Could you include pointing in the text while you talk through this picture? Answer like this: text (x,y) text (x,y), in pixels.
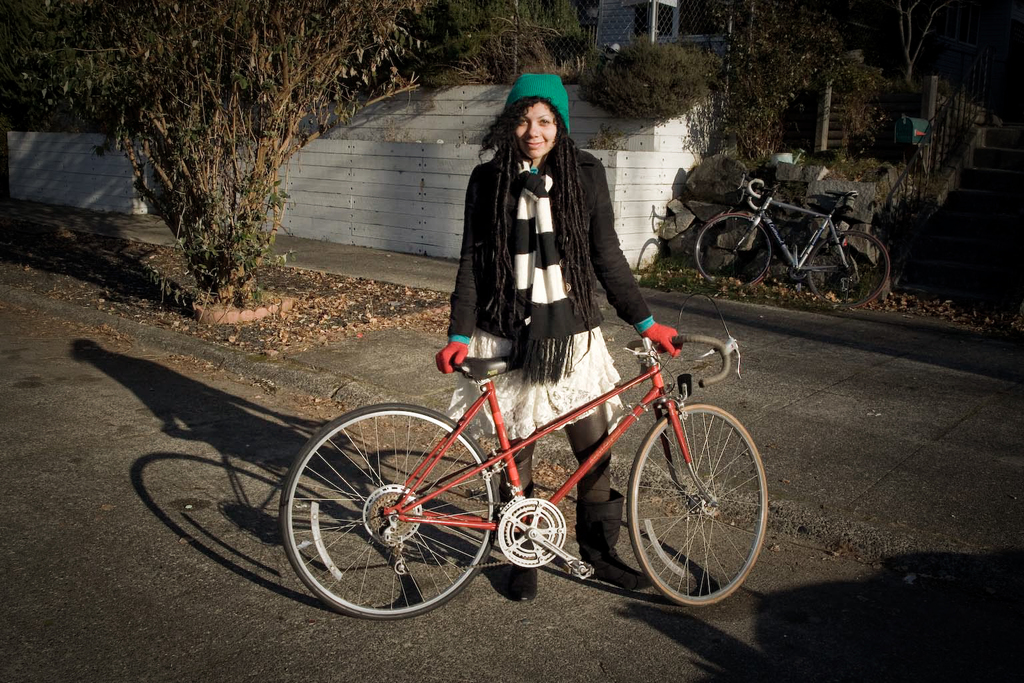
This image consists of a woman (536,320) wearing black jacket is holding a cycle (380,523). At the bottom (193,648), there is a road (209,624). In the background (243,139), there are plants (329,44) along with a wall (384,166).
